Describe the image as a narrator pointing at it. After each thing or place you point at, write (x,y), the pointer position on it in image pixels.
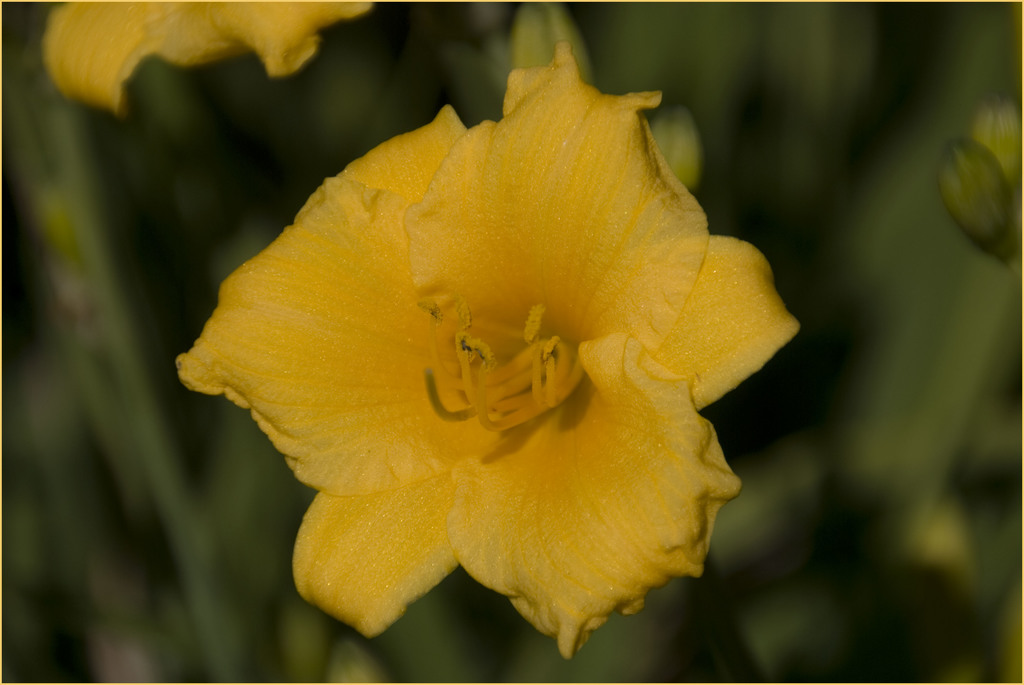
In this image I can see flowers (405,139) and background (20,185) is blurry.
